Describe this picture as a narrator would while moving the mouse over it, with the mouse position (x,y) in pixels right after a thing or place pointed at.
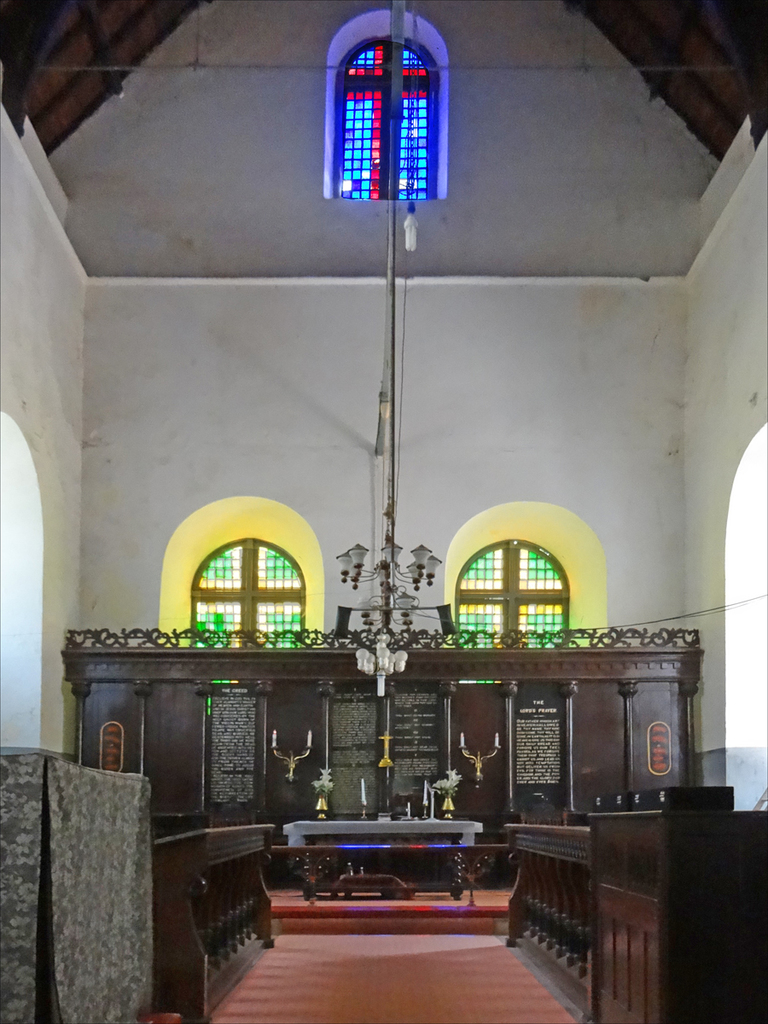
In this image, we can see railings (239,950), walkway (378,944), clothes (112,906), tables (431,827), candles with holders (367,814), flower vases (321,809) and few objects (434,800). In the background (504,452), we can see wall (504,465), glass objects (484,617), chandeliers (394,554), bulb (416,228) and few things (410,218).
